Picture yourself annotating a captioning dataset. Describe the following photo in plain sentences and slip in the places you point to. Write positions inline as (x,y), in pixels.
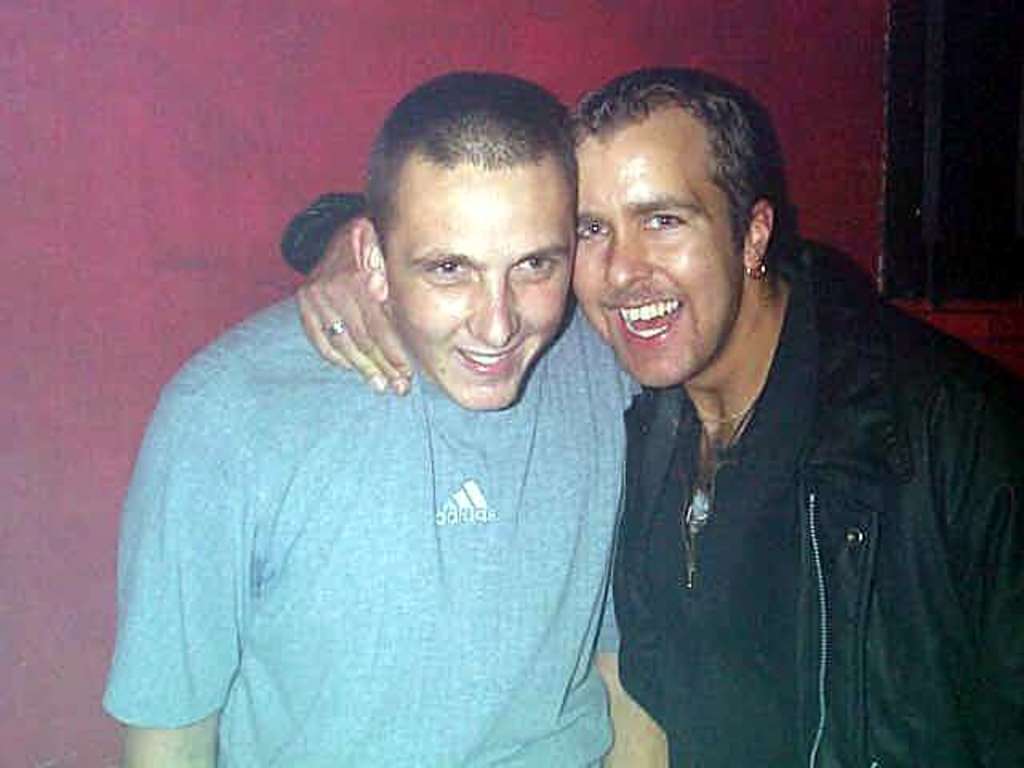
In this image in the front (689,604) there are two persons (656,572) smiling. In the background (995,221) on the right side (983,218) there is a black colour object (981,226).
